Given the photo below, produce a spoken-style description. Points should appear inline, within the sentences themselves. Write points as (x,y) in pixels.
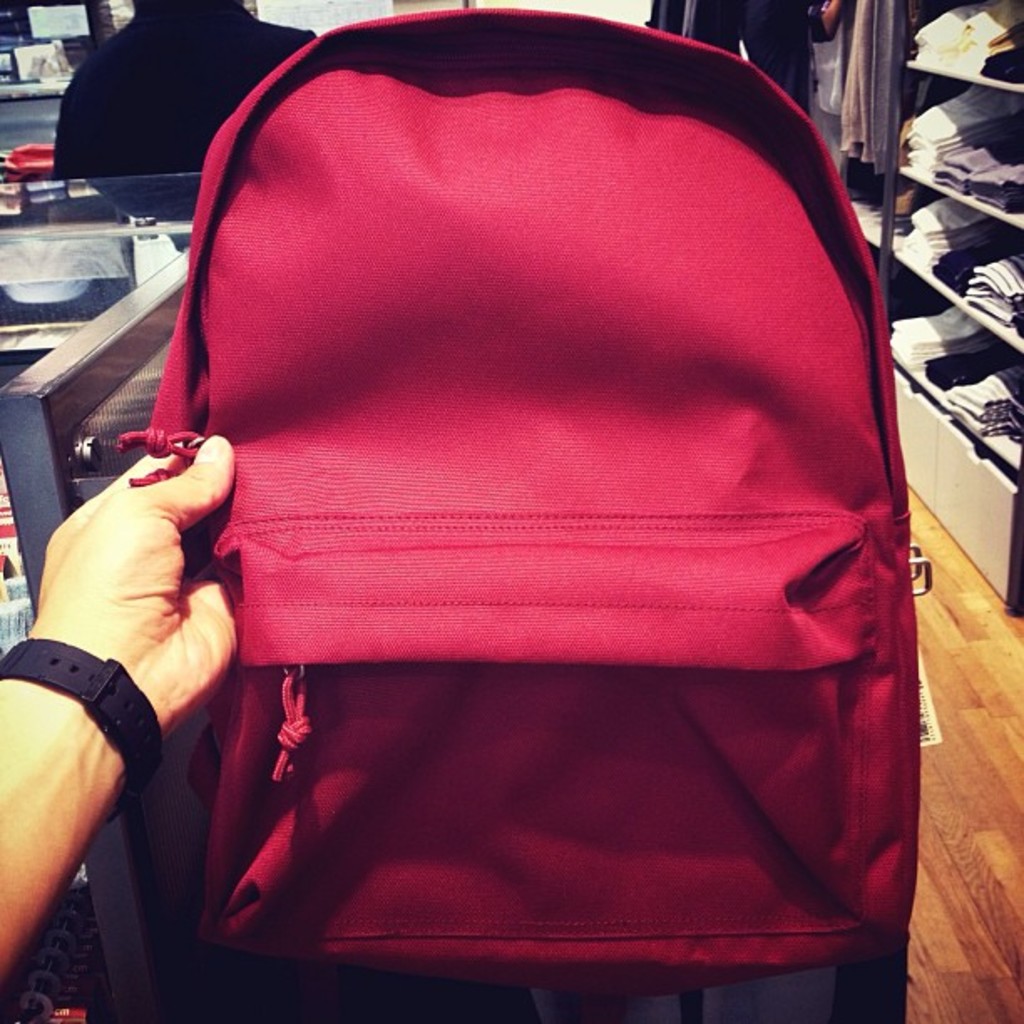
a person (72,619) is holding a bag (447,523).
